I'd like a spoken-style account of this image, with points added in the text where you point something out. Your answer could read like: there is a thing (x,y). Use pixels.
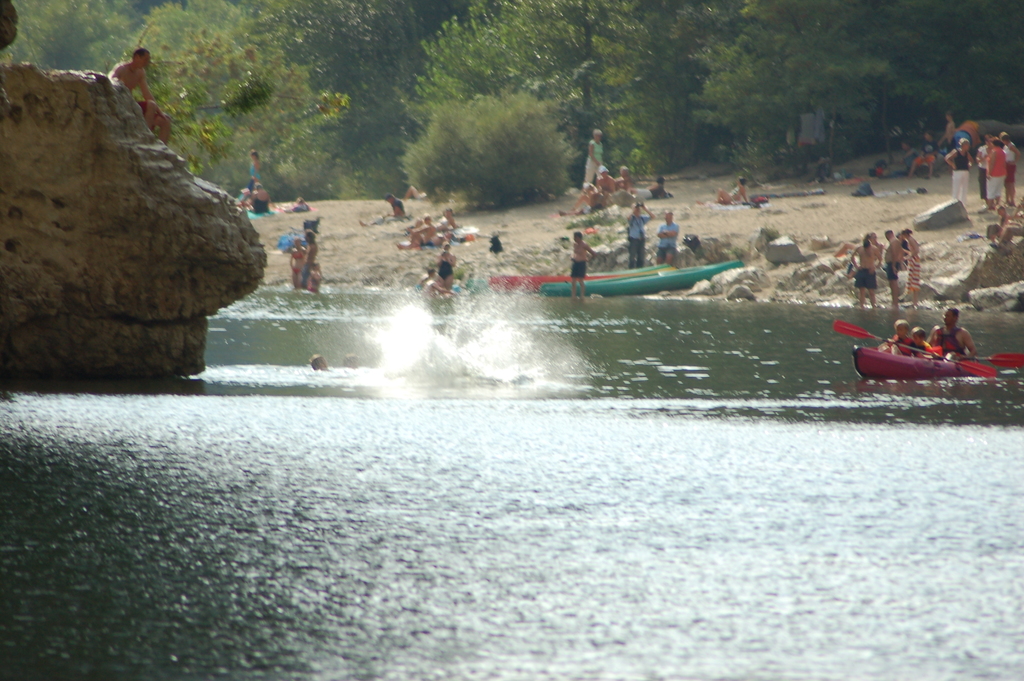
In the image we can see there is a lake (436,421) and there are people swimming in the lake (371,404). There are few people (935,337) sitting on the boat (917,361) and holding paddles (862,333) in their hands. There are other people (130,89) sitting on the rock (84,170) and behind there are people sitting on the ground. There are lot of trees (91,34) at the back (517,166).
